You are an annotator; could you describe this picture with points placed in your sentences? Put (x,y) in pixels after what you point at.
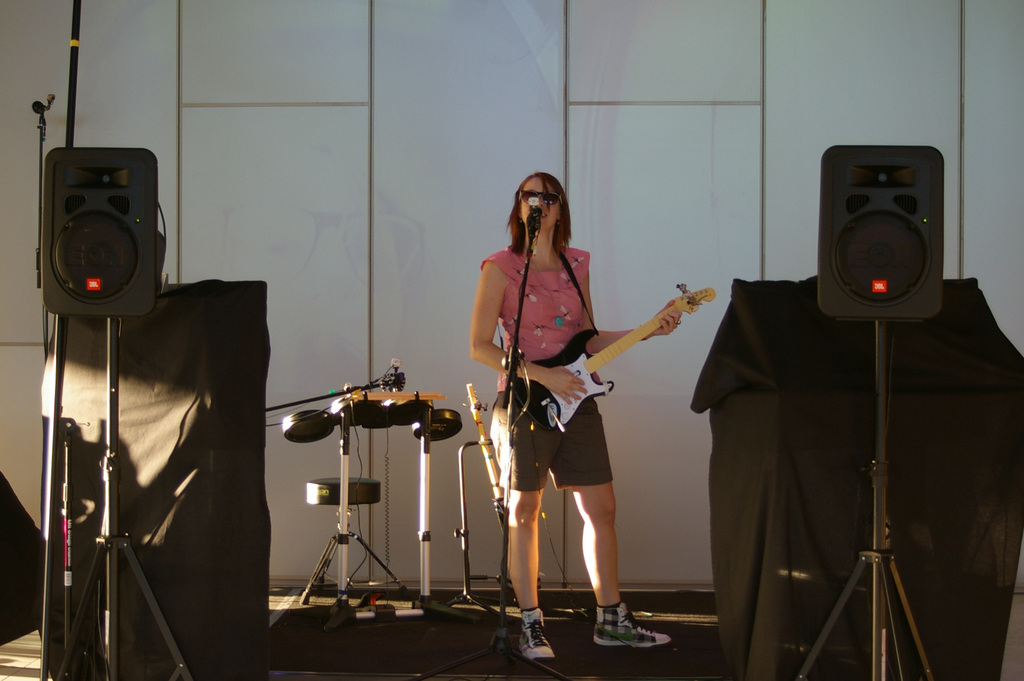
A woman (555,225) is standing and playing guitar (574,350), singing on the microphone (538,213). Around her there are musical instruments (305,414) and speakers (888,292). Behind her there is a wall (611,272).
